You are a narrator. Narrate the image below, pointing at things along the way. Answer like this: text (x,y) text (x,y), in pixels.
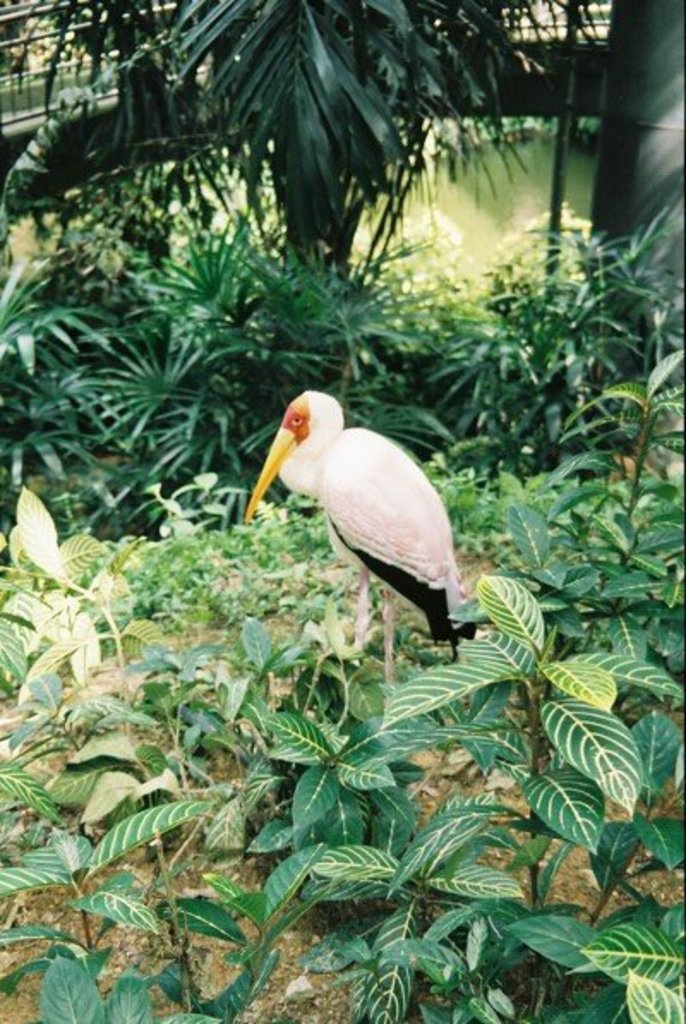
In this image we can see a bird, there are some plants (429,841), water (452,187), trees (282,233), pillar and a bridge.
